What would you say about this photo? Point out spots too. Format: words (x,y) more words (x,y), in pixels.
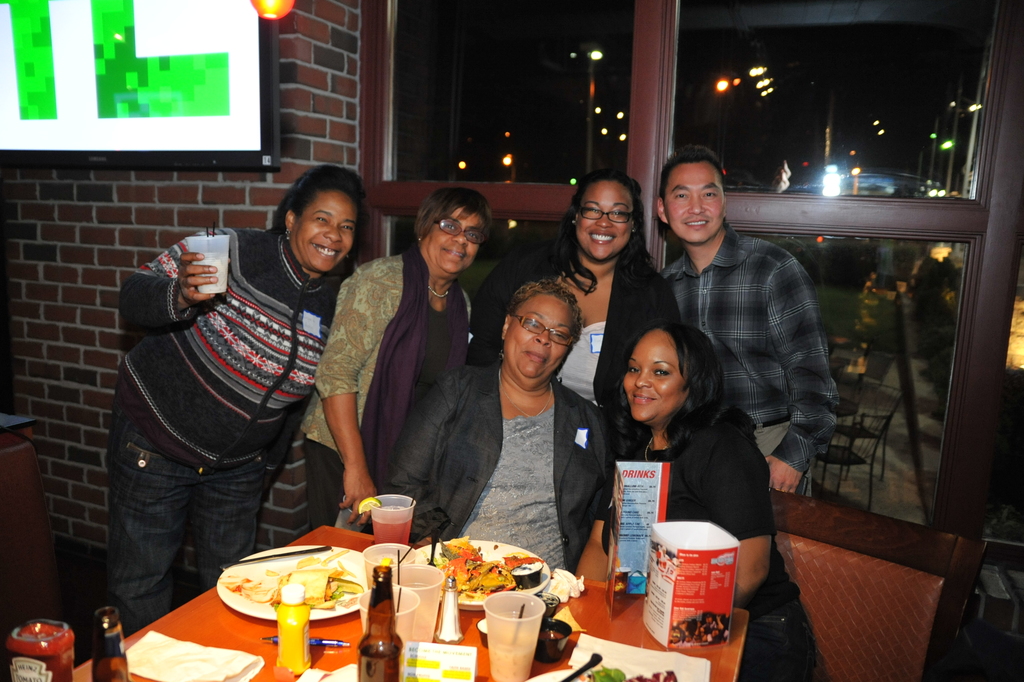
In the center of the image (457,415) some persons (457,415) are there. At the bottom of the image (476,675) there is a table (469,648). On the table (477,635) we can see bottles (380,613), glasses (523,622), plate (477,573) of food (451,572), fork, spoon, paper (416,654), box (650,565), pen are there. In the background of the image (667,51) we can see door (674,65), wall (175,197), screen (246,98), lights (829,167), chairs (868,439) are there. At the top of the image (829,66) sky (857,78) is there.
